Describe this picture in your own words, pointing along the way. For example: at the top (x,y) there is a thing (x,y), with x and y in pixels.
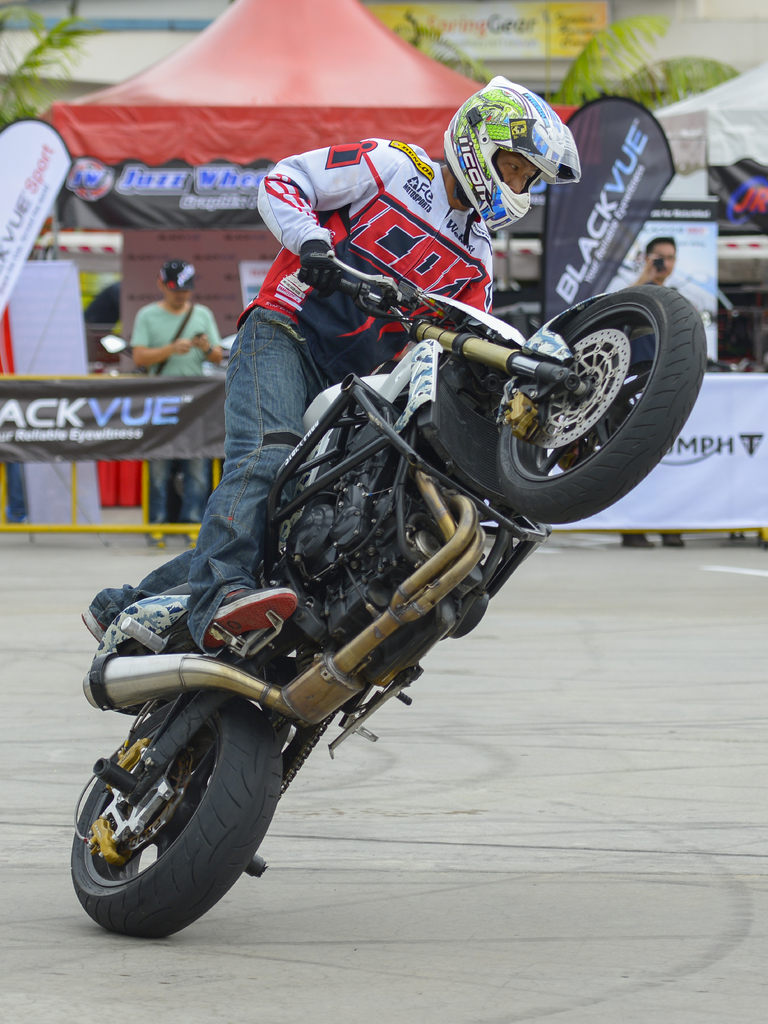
In this image I can see a person (173,572) is holding the bike (334,500). Back I can see few people (170,297), banners (50,132), trees (415,41), tent (346,43) and few objects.
